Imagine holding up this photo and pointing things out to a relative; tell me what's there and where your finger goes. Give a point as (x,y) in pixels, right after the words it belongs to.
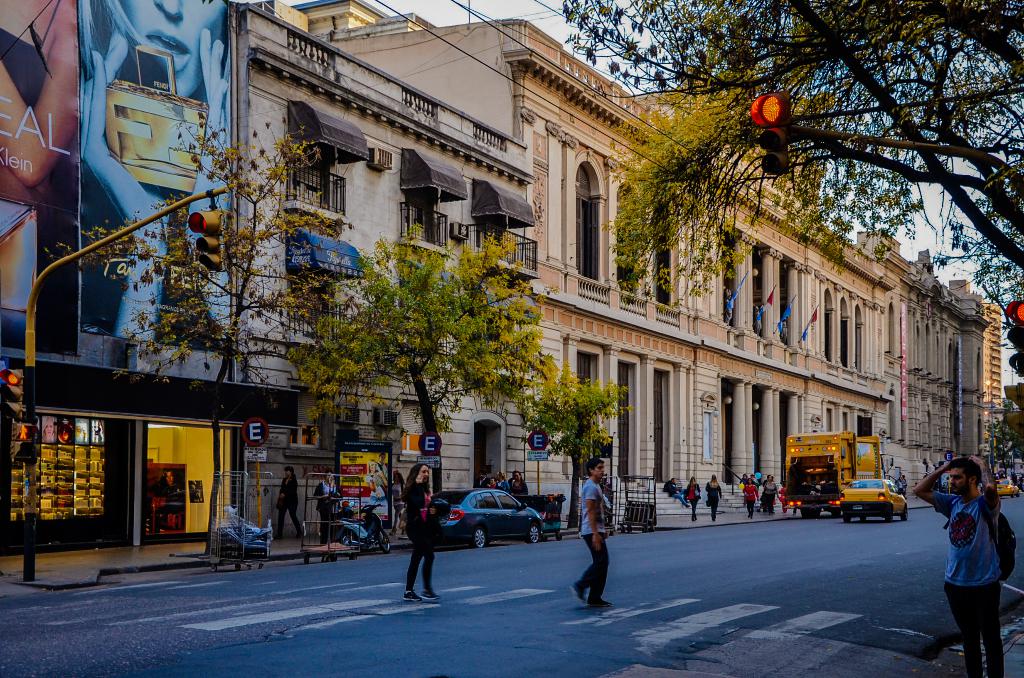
In this picture there is a women (412,559) who is wearing black dress (431,525) and walking on the zebra crossing (425,605). Here we can see a man (595,499) who is wearing t-shirt (586,515) and jeans (594,577). In the background (816,507) we can see group of persons (755,497) walking near to the truck (821,492) and car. Beside them we can see another person (669,492) who are sitting on the stairs (661,498). On the bottom left (31,488) we can see traffic signals (28,432) near to the shop (120,463). In the center (675,351) we can see building (831,344). Here we can see fencing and trees (382,309). On the top (460,16) we can see sky (504,14) and electric wires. On the top left corner (201,171) we can see banners (135,107).
